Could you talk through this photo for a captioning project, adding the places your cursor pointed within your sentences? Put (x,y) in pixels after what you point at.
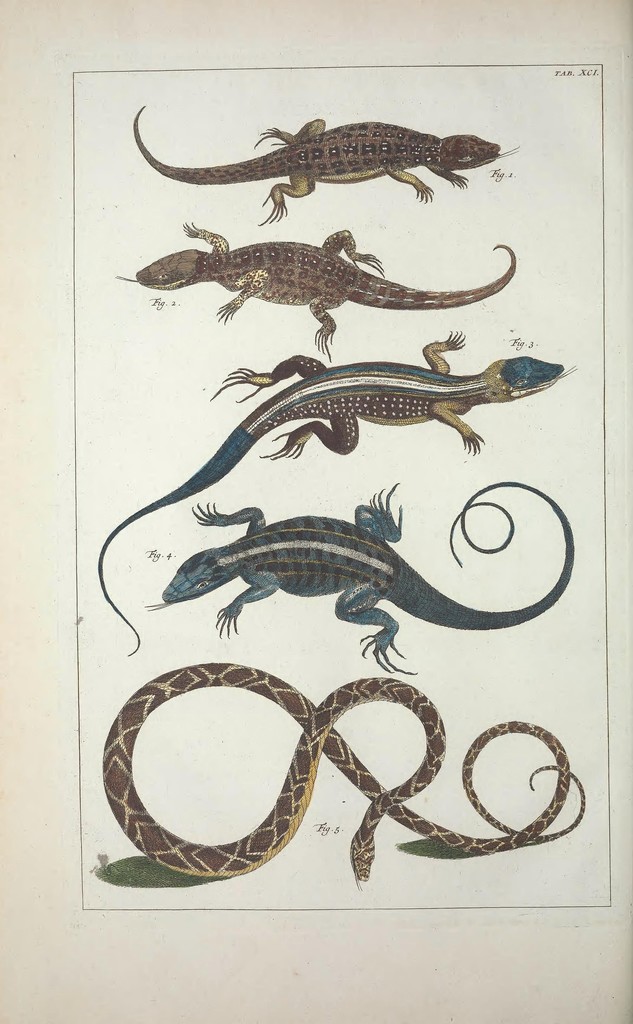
In this image we can see pictures (316,581) of reptiles (175,581) printed on the paper (146,651).
